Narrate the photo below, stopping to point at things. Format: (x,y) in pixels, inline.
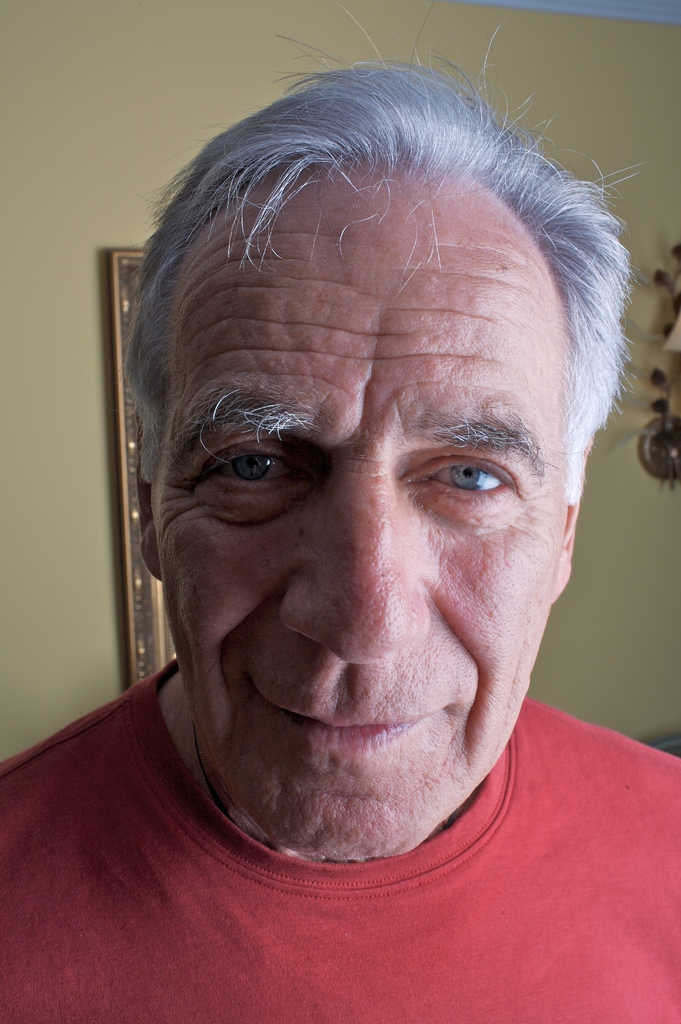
In this image in front (479,638) there is a person (433,533). Behind him there are few objects (666,442) on the wall (147,35).
